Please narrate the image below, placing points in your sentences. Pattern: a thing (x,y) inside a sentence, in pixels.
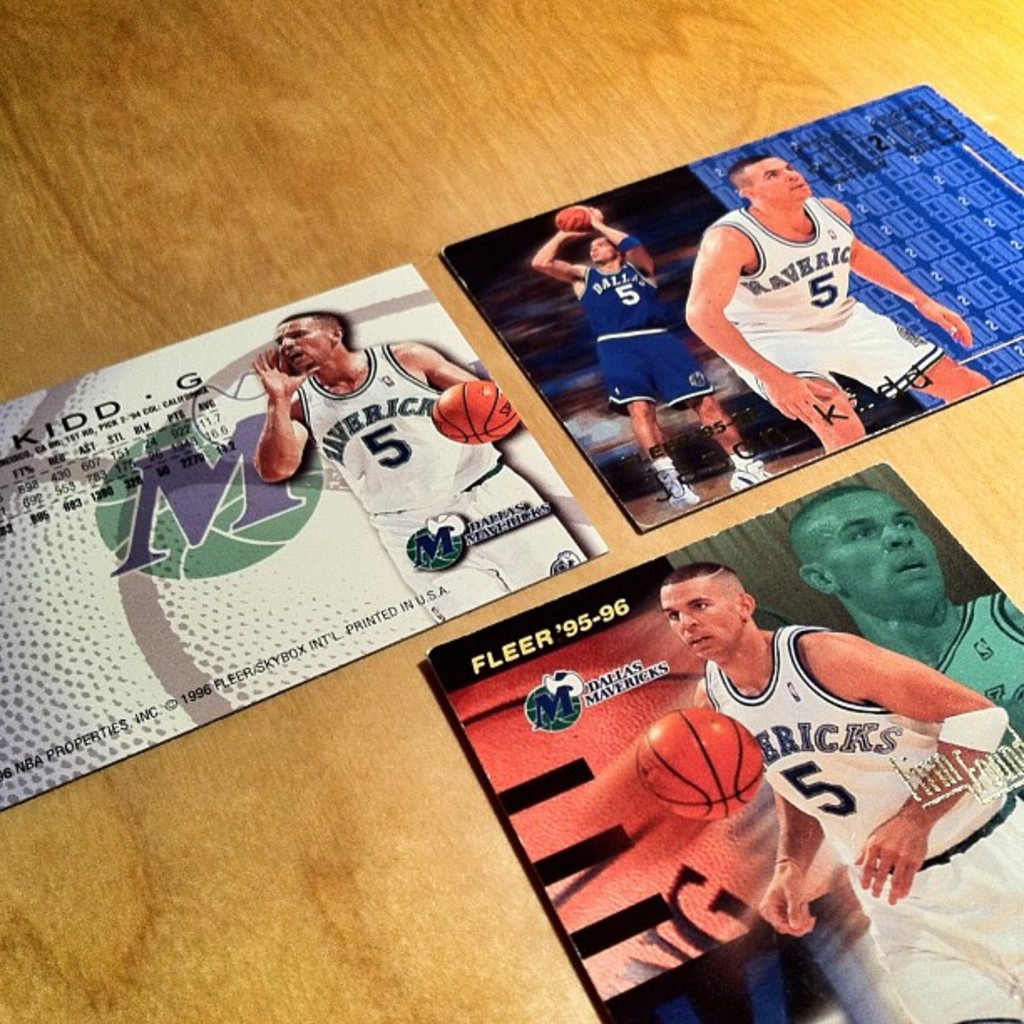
In the picture I can see cards (321,658) on a wooden surface (358,37). On these cards (406,596) I can see photos (440,587) of men (709,618), balls (687,725) and something written on them.
